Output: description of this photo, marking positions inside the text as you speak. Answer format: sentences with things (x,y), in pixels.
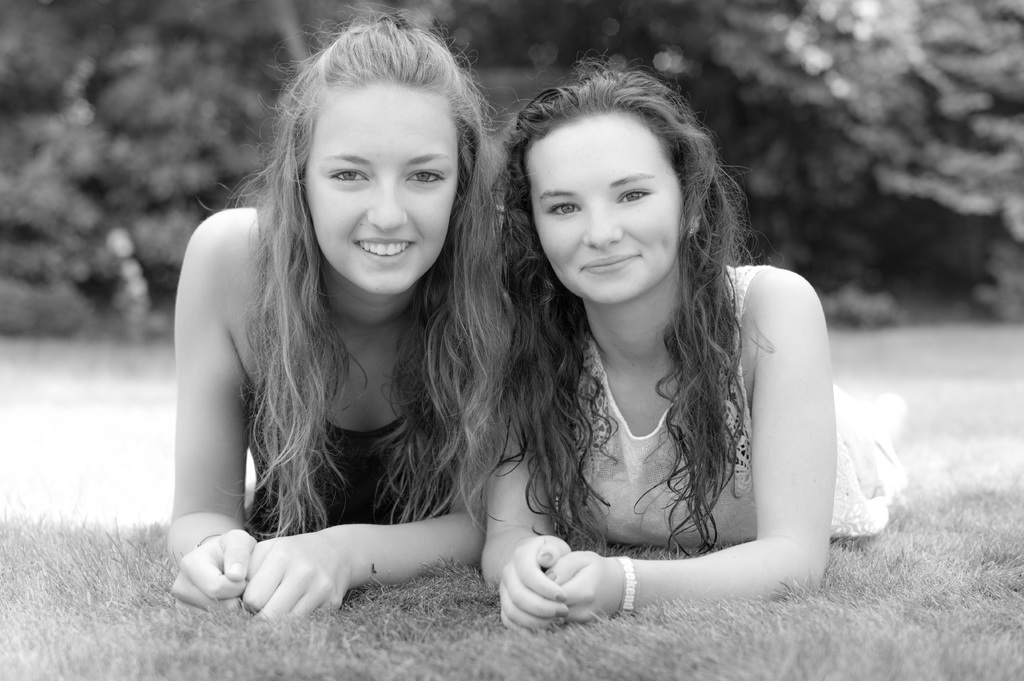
In the center of the image (495,294) two ladies (469,382) are lying on the ground (875,635). In the background of the image (739,178) we can see trees (888,98) are present. At the bottom of the image (882,625) ground (837,594) is there.
